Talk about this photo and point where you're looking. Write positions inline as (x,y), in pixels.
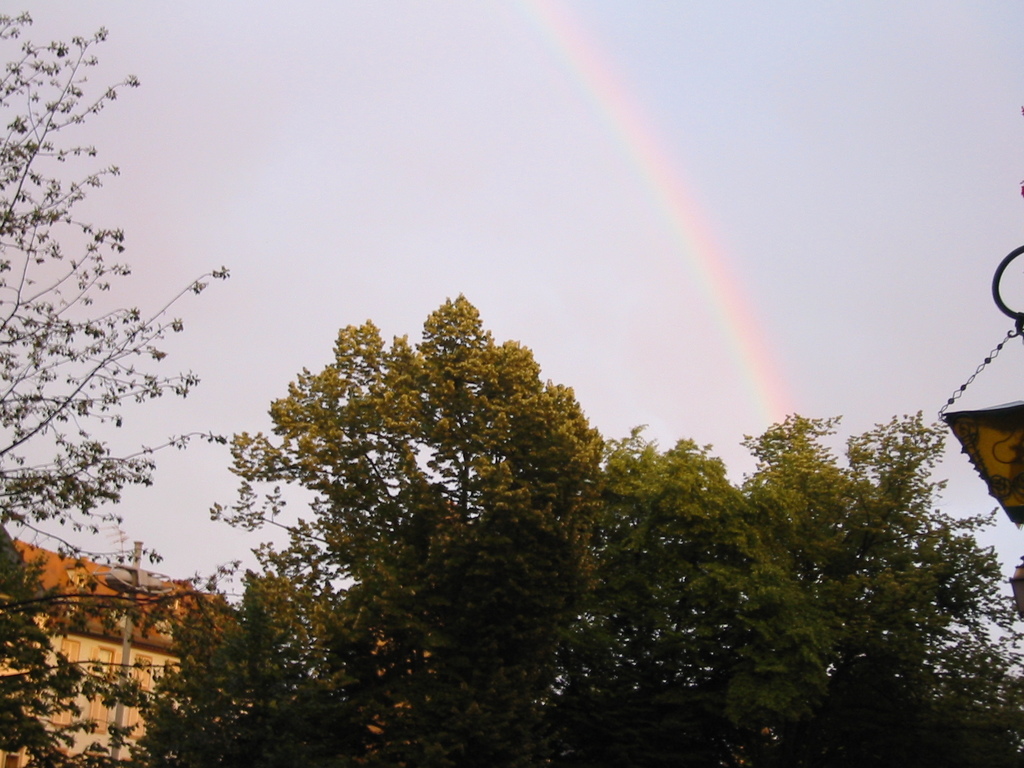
There are trees (185,668). In the back (113,652) there is a building (94,638). In the background (473,133) there is sky (599,197) with rainbow (723,290).
